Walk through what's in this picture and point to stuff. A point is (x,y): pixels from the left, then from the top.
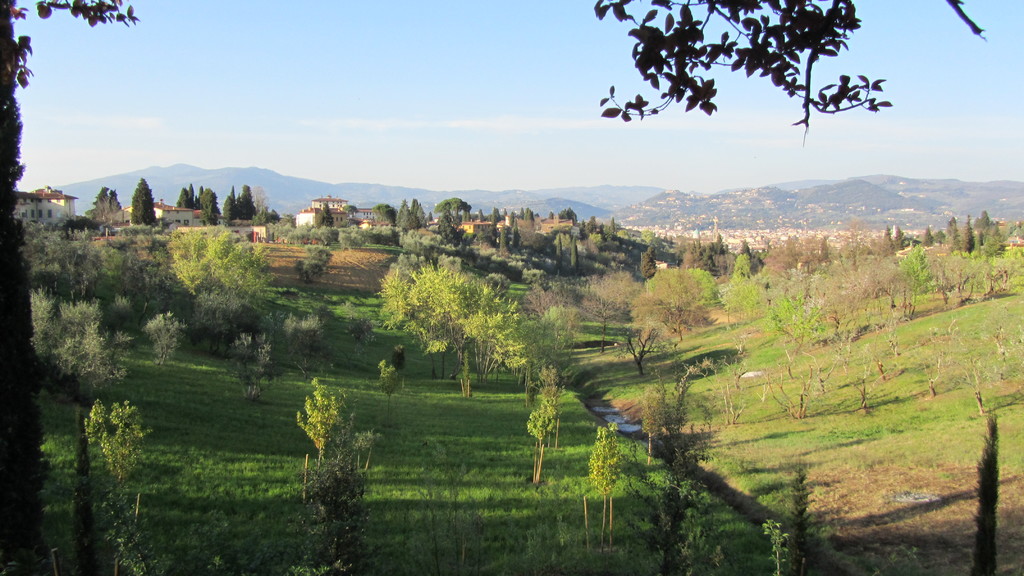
In this image I can see number of trees (13,461), buildings (64,203) and a ground (534,551) with grass (393,432). In the background (124,198) I can see mountain (613,204) and clear view of blue sky (564,102).
